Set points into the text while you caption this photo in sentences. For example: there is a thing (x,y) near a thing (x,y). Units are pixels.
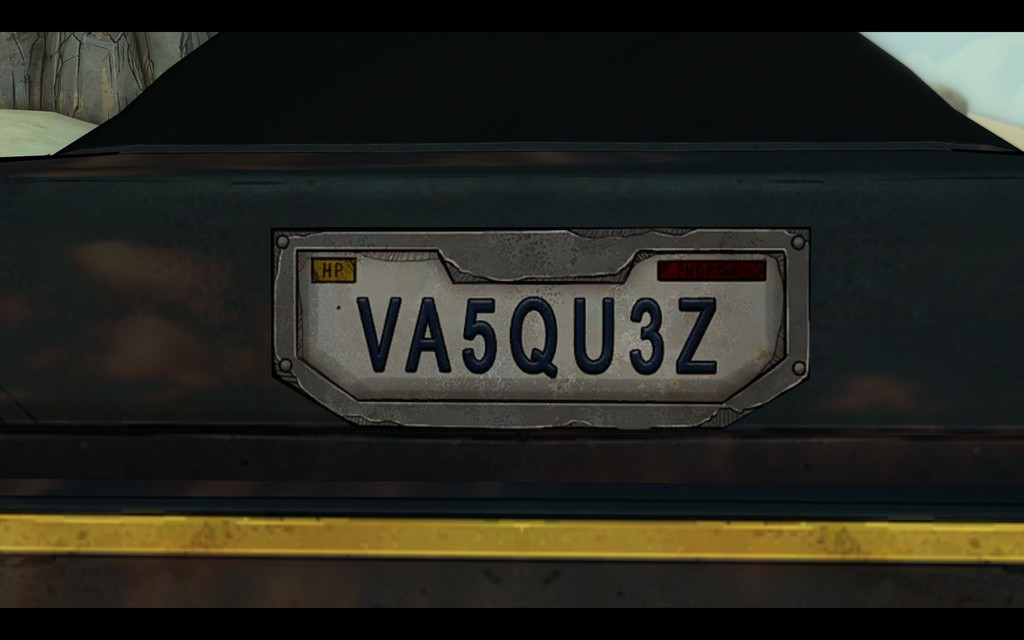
In this image in the front (452,223) there is an object (515,241) which is black in colour with some text (527,361) and numbers (478,368) written on it. In the background (62,84) there is a wall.
